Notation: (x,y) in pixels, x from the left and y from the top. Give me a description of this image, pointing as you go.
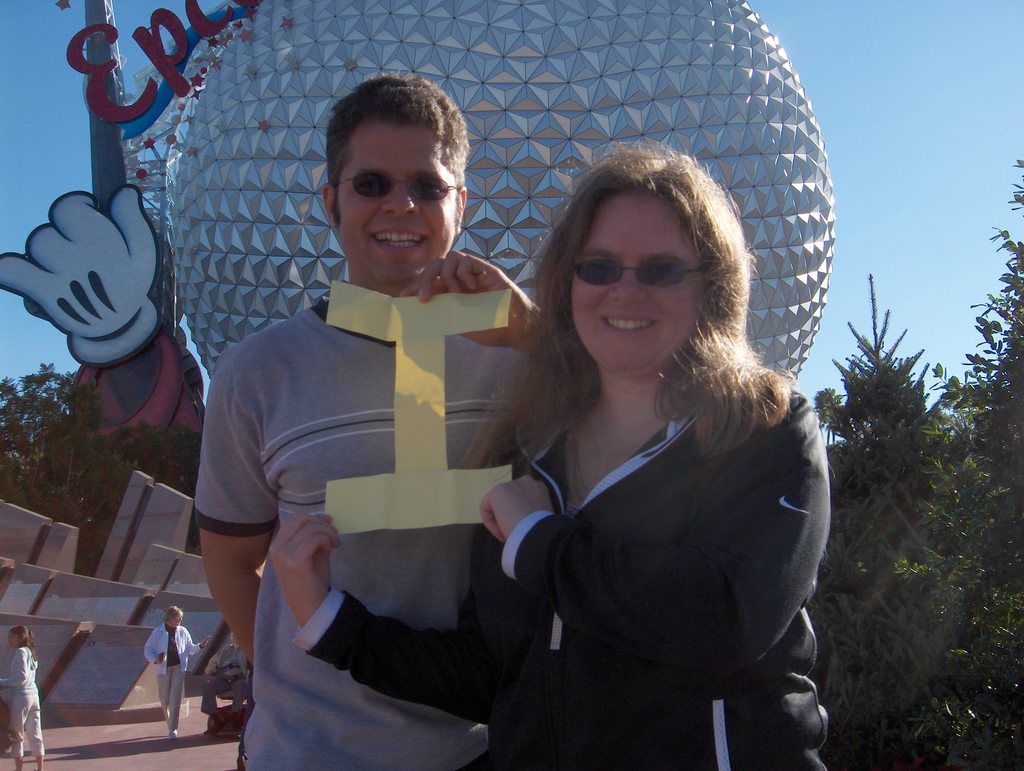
In this image I can see 2 people (628,499) standing in the front (616,297), wearing goggles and holding a paper cutting (441,520) in their hands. There are other people (226,665), sculpture (432,16) and trees (964,556) at the back (153,394).
